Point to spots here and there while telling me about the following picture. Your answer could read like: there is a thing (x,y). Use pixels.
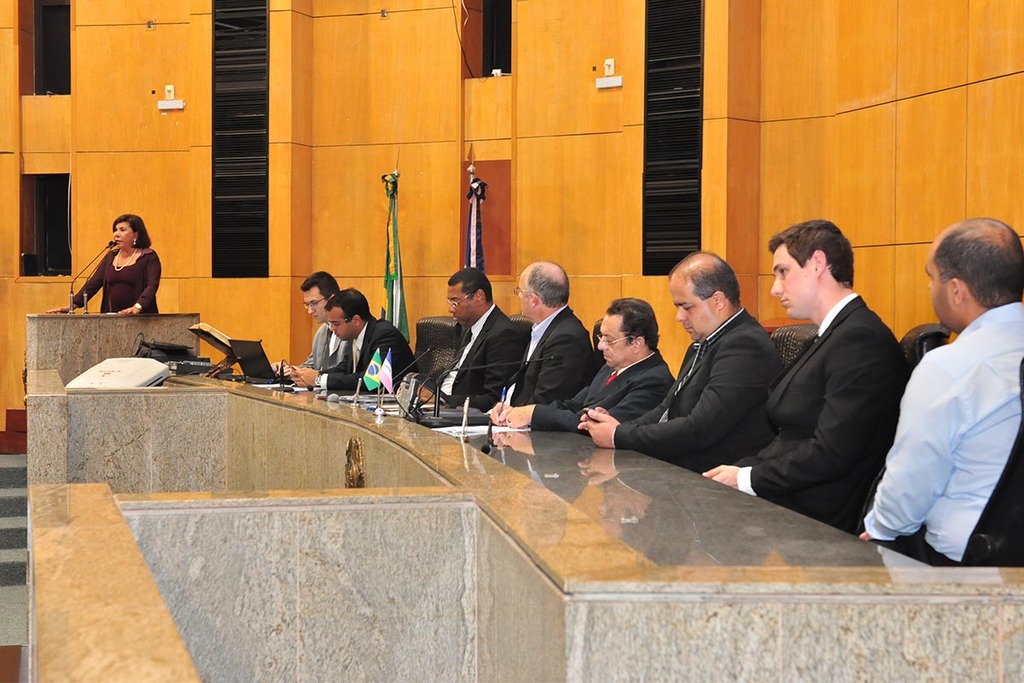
In this image there are men (669,389) sitting on the chair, there is a desk (471,499), there are objects (384,399) on the desk (453,439), there are flags (397,209), there is a woman (139,256) standing and talking, there is a podium (140,328), there is a microphone (87,296), there is a wall (416,125), there are objects (261,104) on the wall (590,147), there are stairs (11,508) towards the left of the image (13,501).
